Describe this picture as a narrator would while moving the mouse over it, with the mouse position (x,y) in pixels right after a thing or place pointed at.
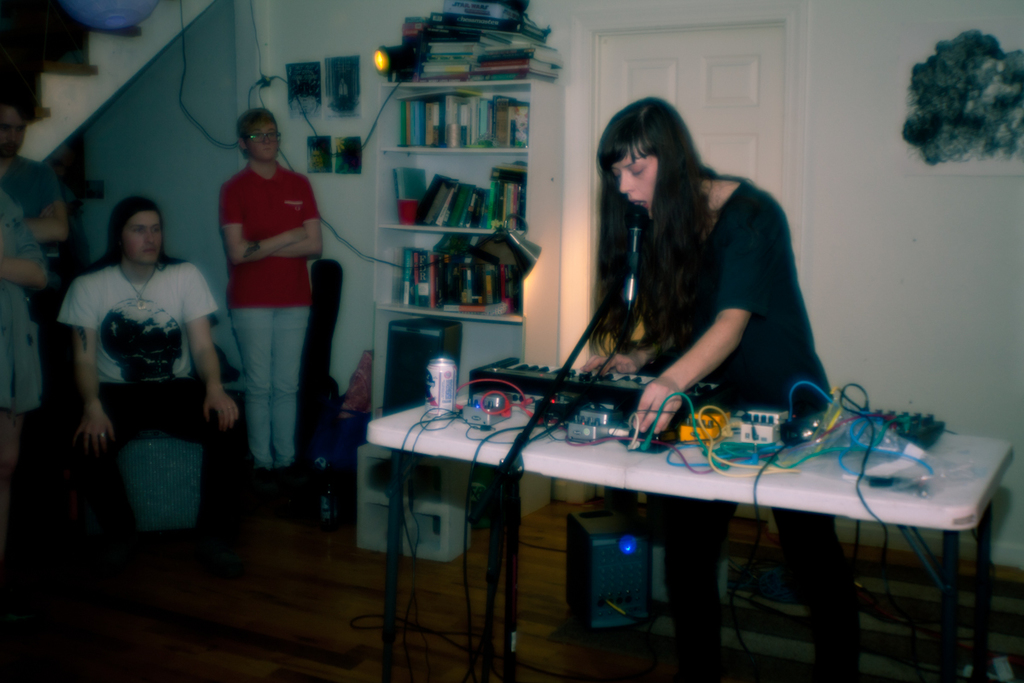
This picture shows a woman (641,136) Standing and playing piano (645,376) and singing with the help of a microphone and we see a man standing and a man (227,480) seated on the chair (193,489) and we see few books (408,276) in a shelf (547,126).
